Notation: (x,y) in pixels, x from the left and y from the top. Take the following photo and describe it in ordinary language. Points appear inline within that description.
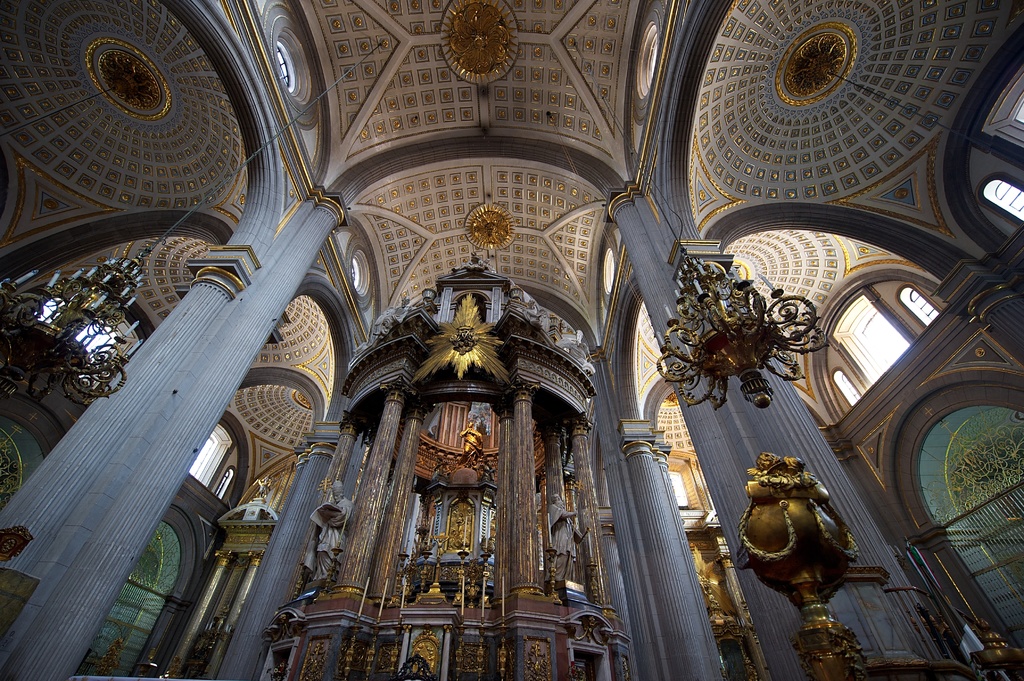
This picture describes about inside view of a building (386,532), in this we can find chandelier lights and sculptures (565,562).
